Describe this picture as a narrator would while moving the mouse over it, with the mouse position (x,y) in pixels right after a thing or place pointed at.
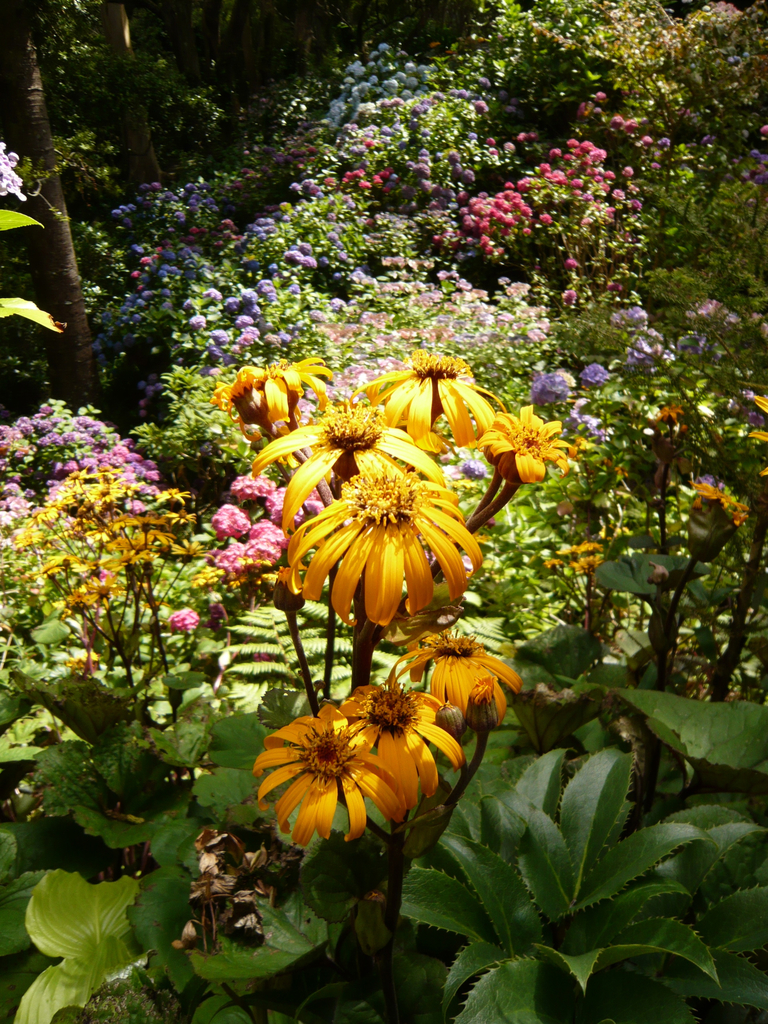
As we can see in the image there are plants (477,625) and different colors of flowers (258,472).
